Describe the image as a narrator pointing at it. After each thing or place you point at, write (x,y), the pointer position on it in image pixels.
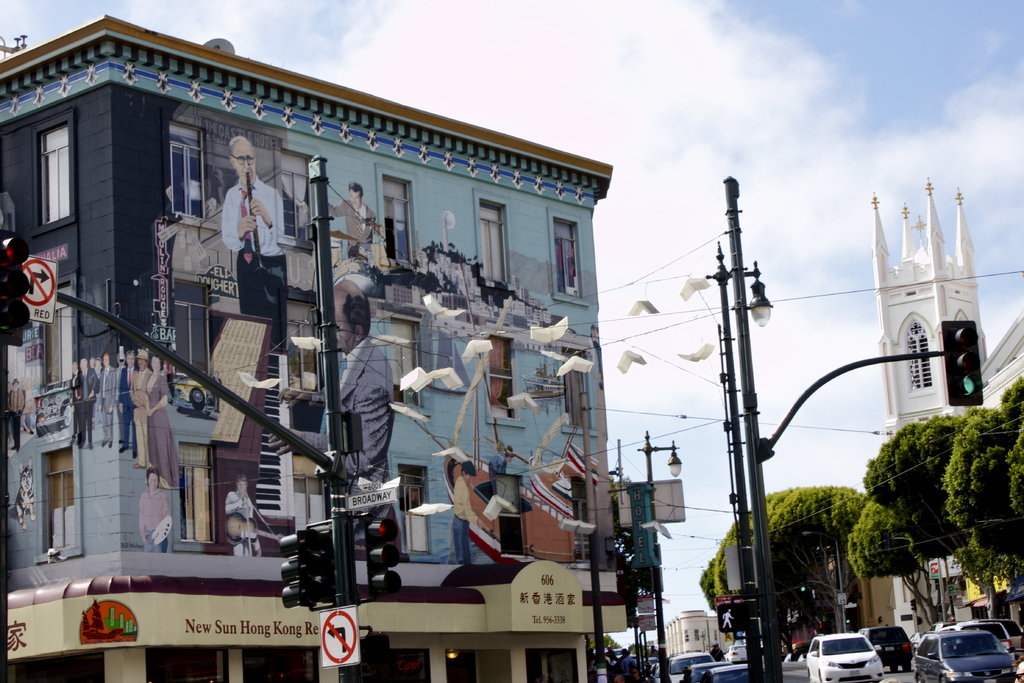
In this image in the front (744,519) there is a pole (340,562) with some sign board (331,614) on it. In the background (396,365) there are buildings (573,506), trees (835,523), poles (747,536) and there are cars (811,669) on the road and the sky (874,144) is cloudy.
